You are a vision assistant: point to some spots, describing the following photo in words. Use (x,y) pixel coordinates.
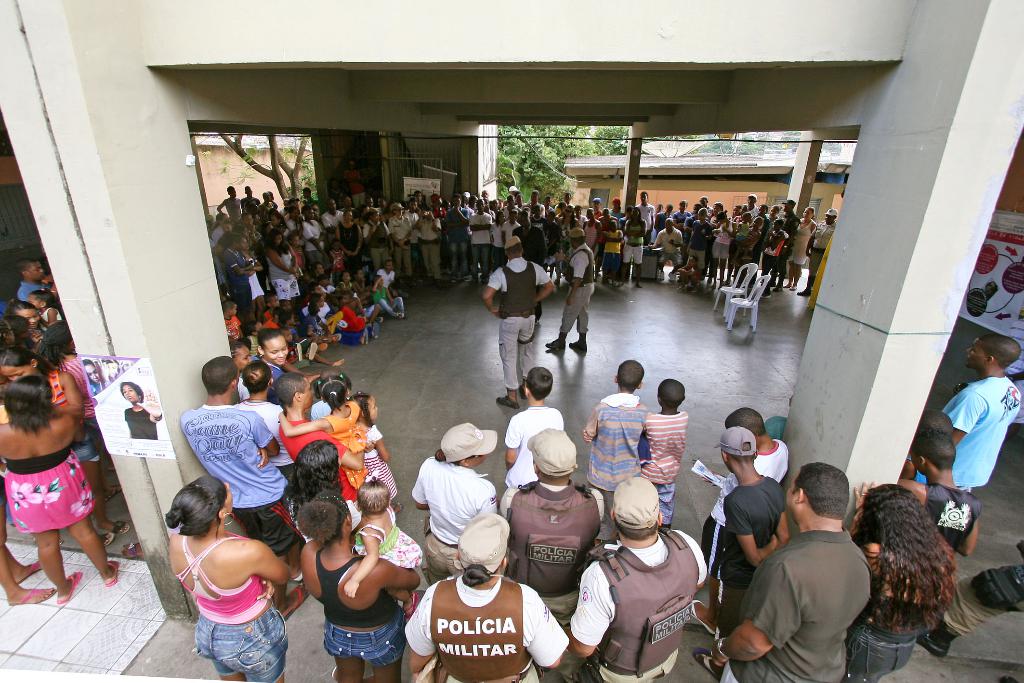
In this image there a floor (673,345), on that floor (591,340) there are two persons (572,316) giving a lecture, around them there are people (357,294) watching them, in background (523,162) there are trees (504,148).
